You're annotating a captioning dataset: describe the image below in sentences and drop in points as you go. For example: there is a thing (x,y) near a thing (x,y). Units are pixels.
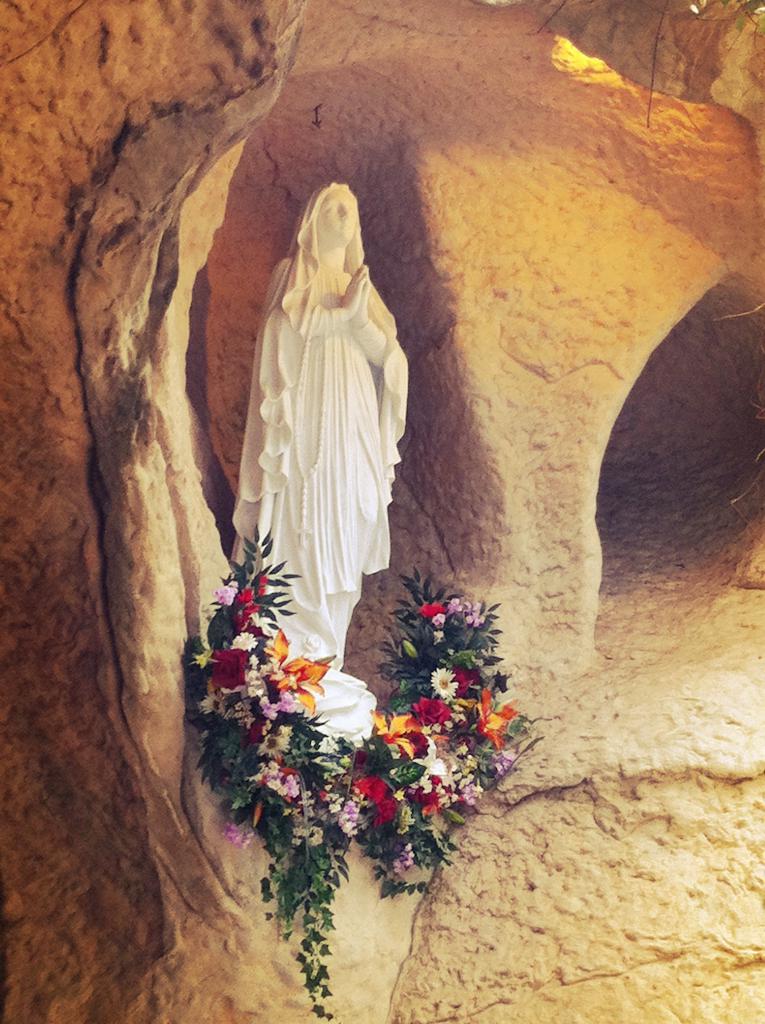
As we can see in the image there is a statue (308,470) and flowers (274,769).
